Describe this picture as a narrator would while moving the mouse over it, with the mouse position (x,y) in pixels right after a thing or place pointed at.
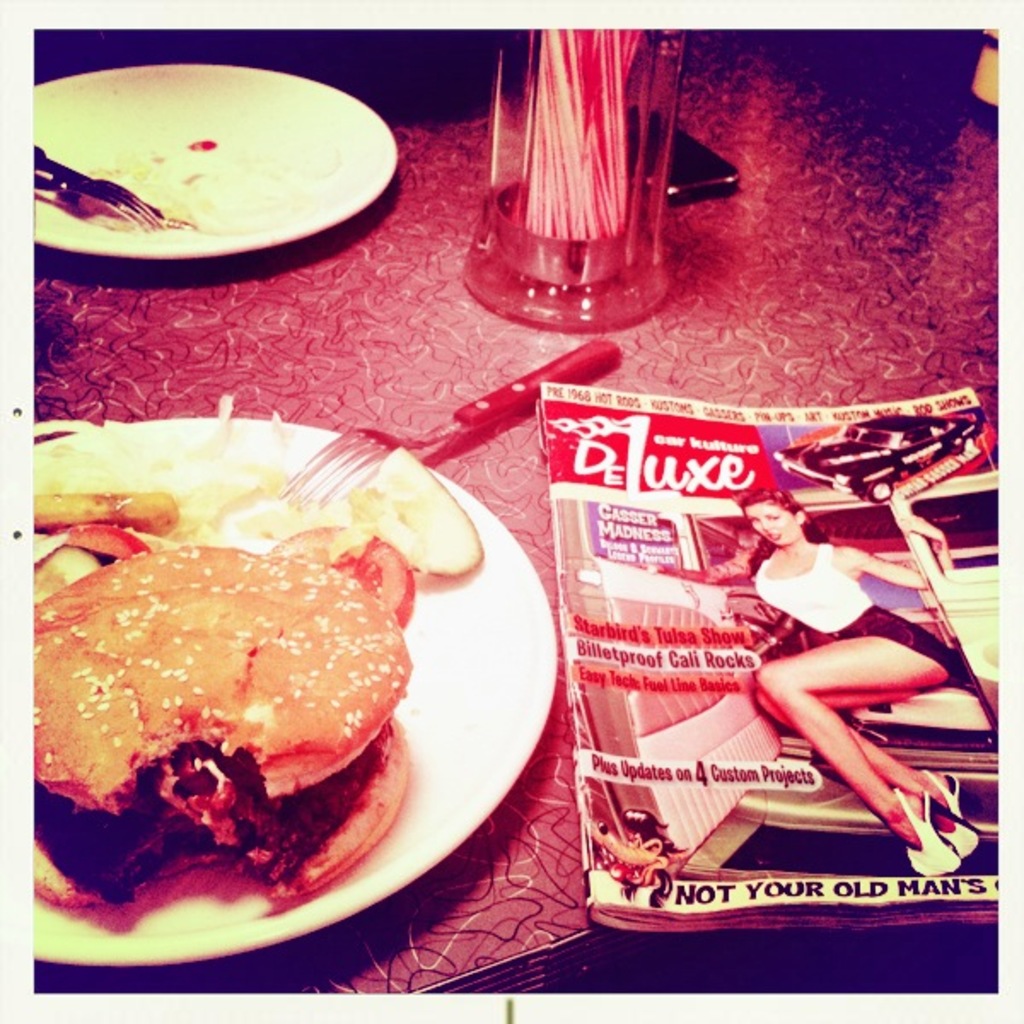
In this image there is one table (416,961) on the table (276,255) there are plates (213,197), in the plates (274,239) there is burger (148,675) and some food items (355,489) and forks (351,462). On the table (702,205) there is glass (631,229), mobile (716,170) and magazine (803,570).
